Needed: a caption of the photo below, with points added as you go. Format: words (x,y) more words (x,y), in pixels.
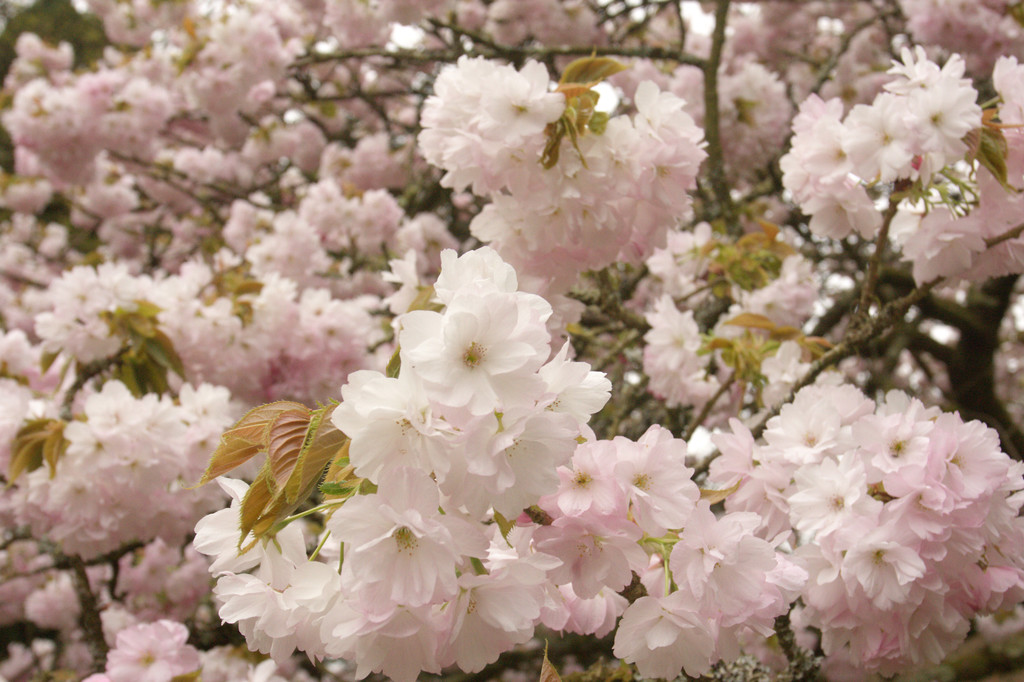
In this image we can see flowers (372,444), leaves (399,364) and branches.
